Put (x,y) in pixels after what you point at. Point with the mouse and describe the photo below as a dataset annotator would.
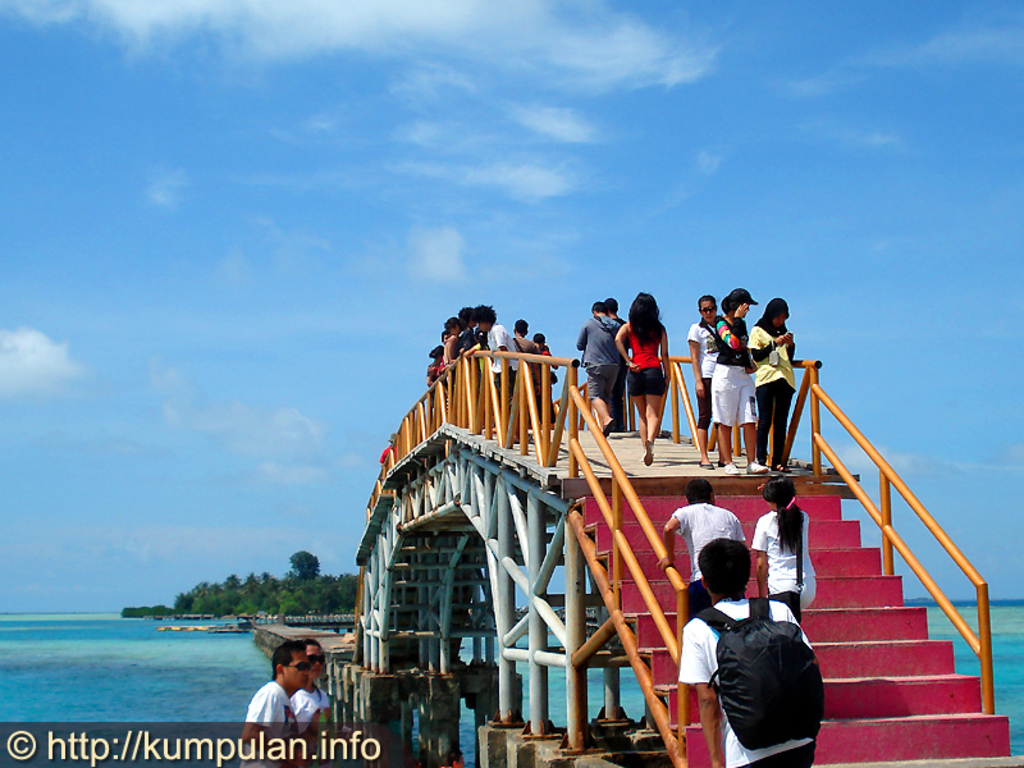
In this image we can see a bridge (675,556) and sea (119,682). In the background (319,573), we can see trees (300,592) and the sky (269,227). We can see so many people (717,357) on the bridge (416,557). At the bottom of the image (285,703), we can see two people (307,708). We can see stairs (915,703) in the right bottom of the image (932,724). There is a watermark (296,729) in the left bottom of the image (71,751).
